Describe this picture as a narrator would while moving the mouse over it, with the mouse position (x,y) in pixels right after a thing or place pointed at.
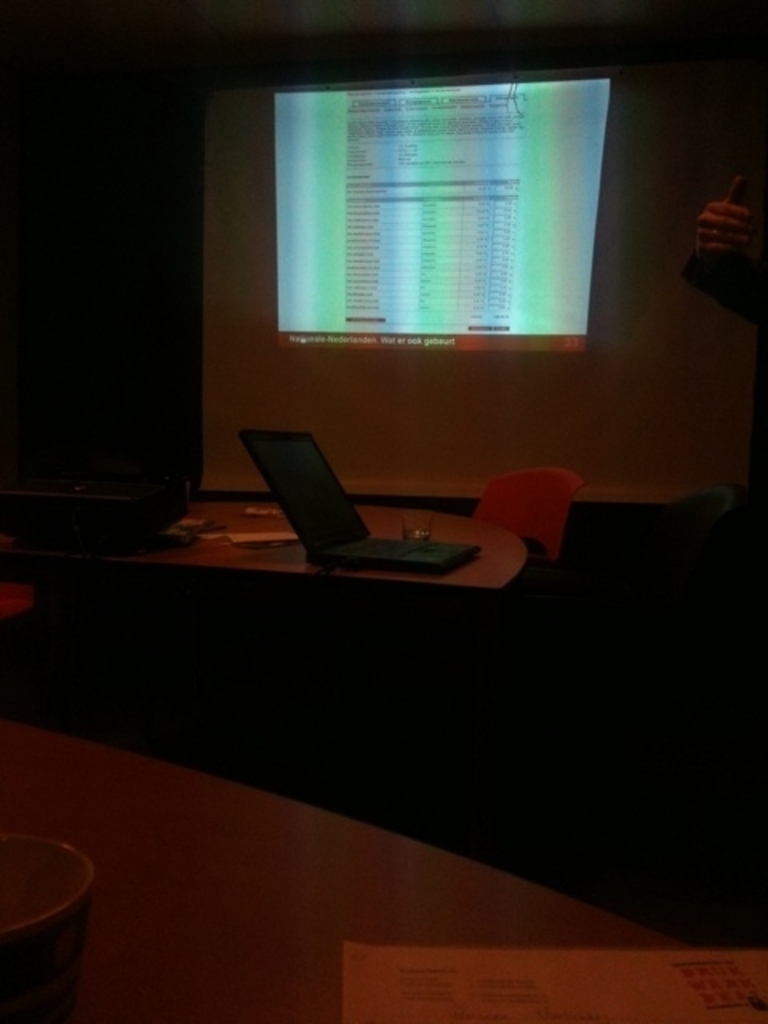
This is an image clicked in the dark. At the bottom (269,856) there is a table (183,870) on which a glass (34,970) and a paper (447,980) are placed. In the background (268,301) there is a screen (360,131) on which I can see some text (444,338). In front of the screen (446,436) there is another table (224,545) on which a laptop (336,551), glass (415,516) and some other objects (275,536) are placed. Beside the table (504,554) there is a chair (550,554). On the right side (732,257), I can see a person's hand (734,241).
